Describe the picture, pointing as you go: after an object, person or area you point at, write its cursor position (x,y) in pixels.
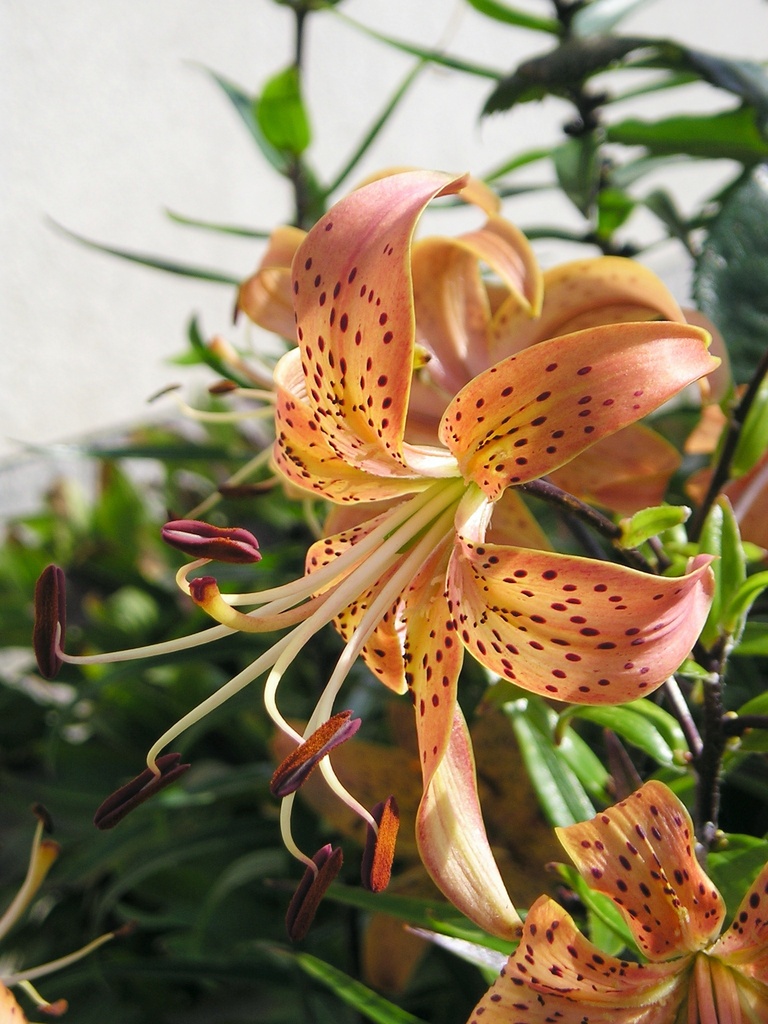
In this image we can see plants (472,704) here. And some flowers (318,755) are surrounding nearby. And background (83,298) is seen with the wall (125,237).
